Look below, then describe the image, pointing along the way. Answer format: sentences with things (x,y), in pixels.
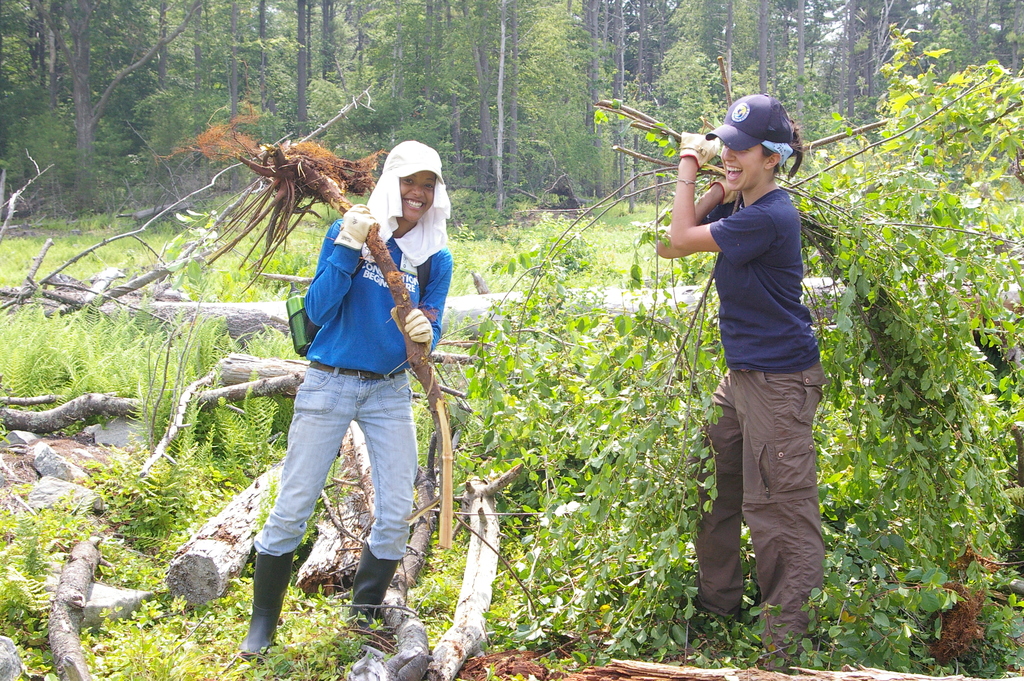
In this image we can see two persons (401,253) standing and smiling, there are some plants (464,230) and wood (327,525) on the ground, in the background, we can see the trees (906,6).
